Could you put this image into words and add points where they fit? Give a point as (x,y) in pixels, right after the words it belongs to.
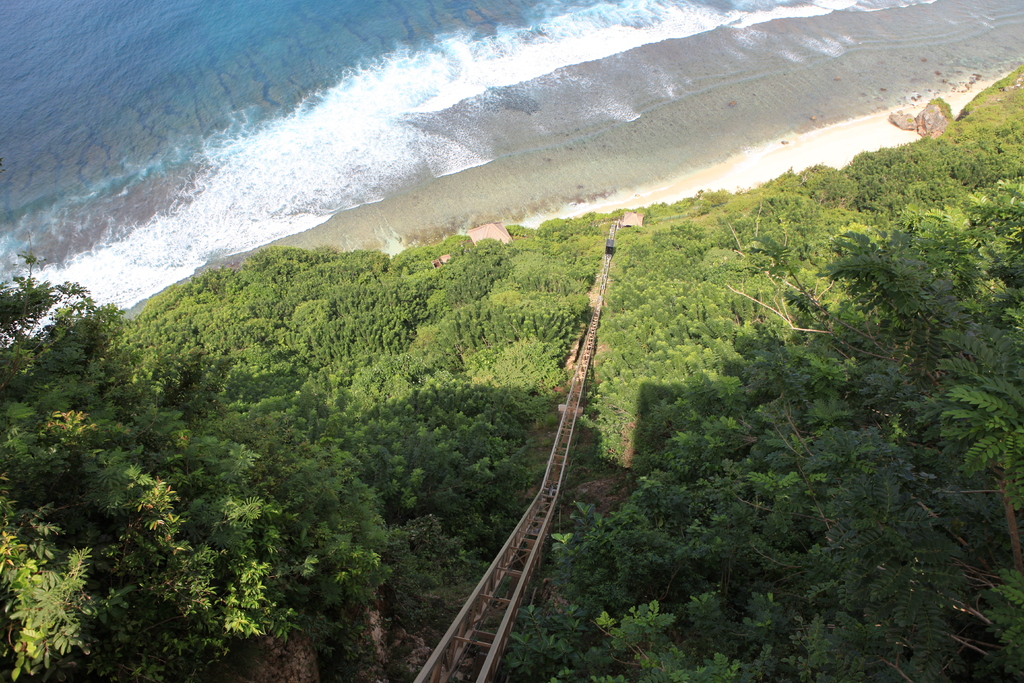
In the center of the image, we can see a bridge (598,308) and in the background (602,363), there are trees (710,267) and rocks (901,124) and there is water (517,113).
